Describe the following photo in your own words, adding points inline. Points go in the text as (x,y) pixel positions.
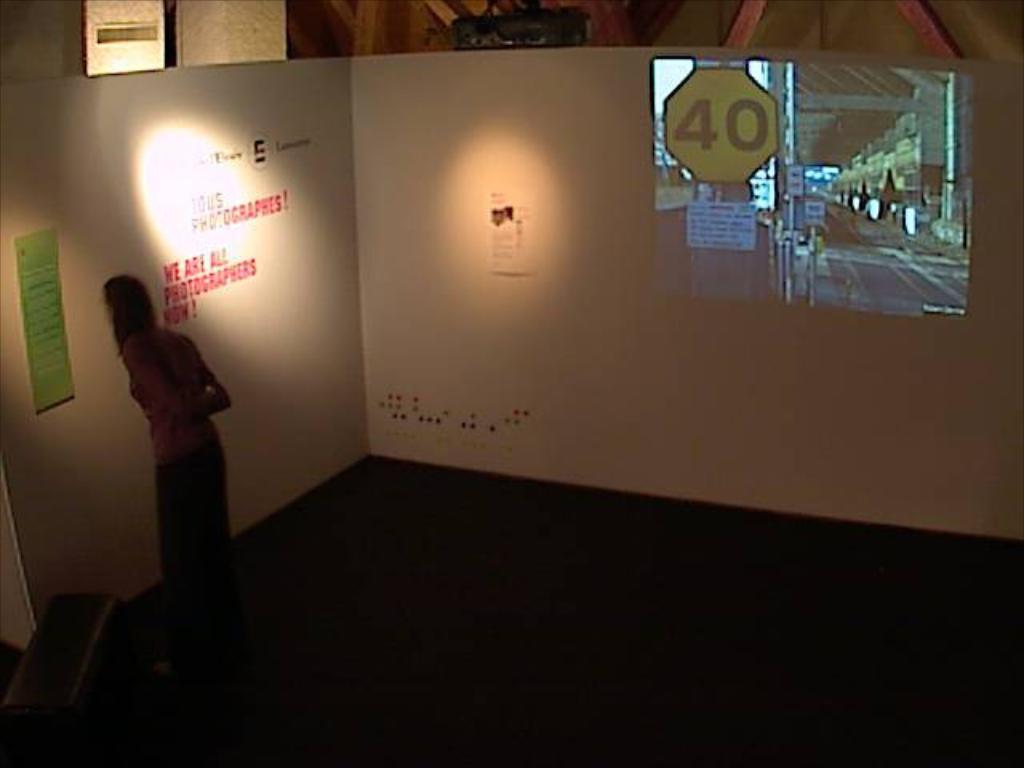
As we can see in the image there is a wall (588,362), poster (26,312), a woman (152,382) over here and a screen (903,206).
